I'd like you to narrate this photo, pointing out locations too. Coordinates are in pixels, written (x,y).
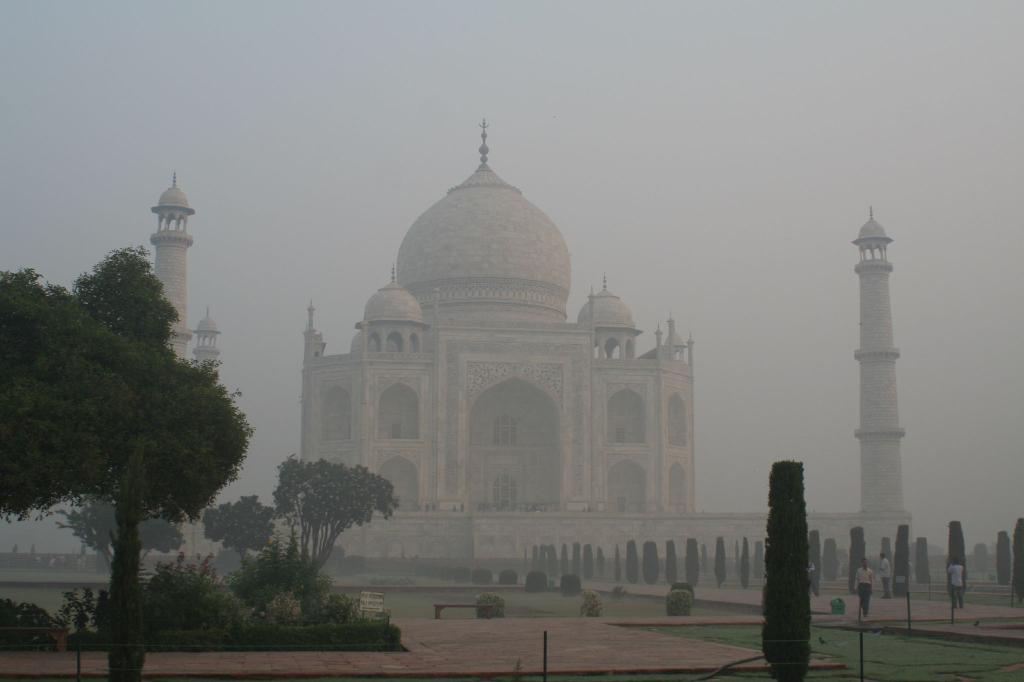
Here we can see Taj Mahal (538,429), plants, trees (801,529), and few persons (861,573). This is grass (914,649). In the background (514,178) there is sky (336,154).
